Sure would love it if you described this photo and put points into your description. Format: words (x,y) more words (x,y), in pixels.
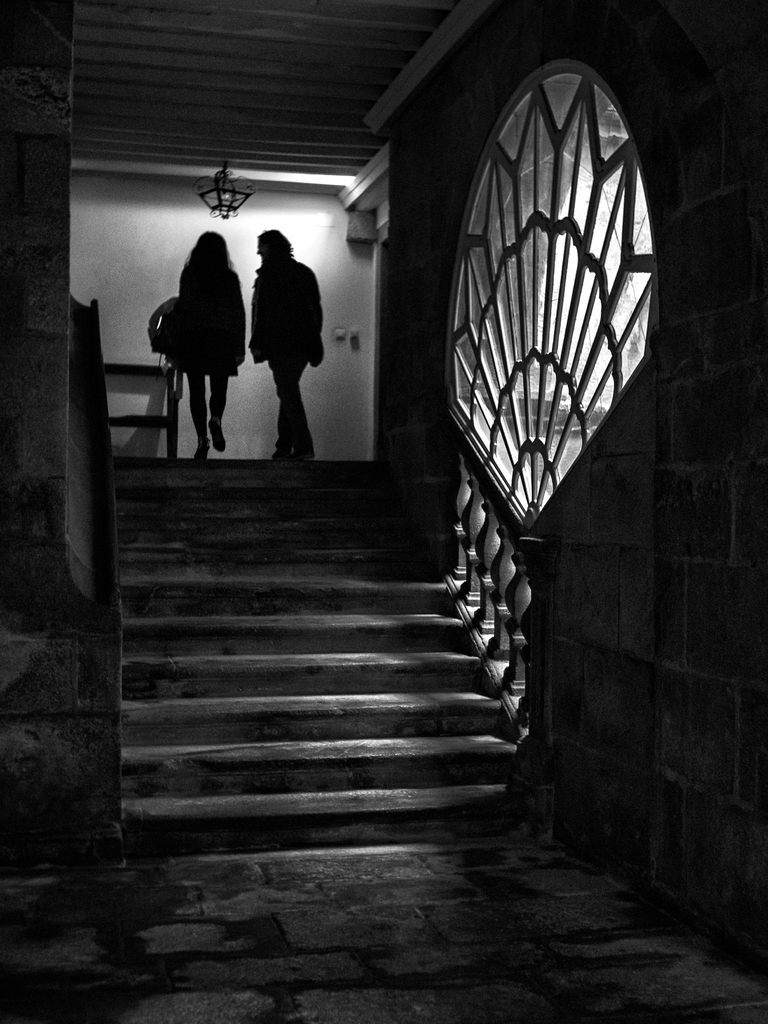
In this picture I can see there are two people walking at the stairs (343,844) and there is a glass window (535,409) on to the right side (529,484).
